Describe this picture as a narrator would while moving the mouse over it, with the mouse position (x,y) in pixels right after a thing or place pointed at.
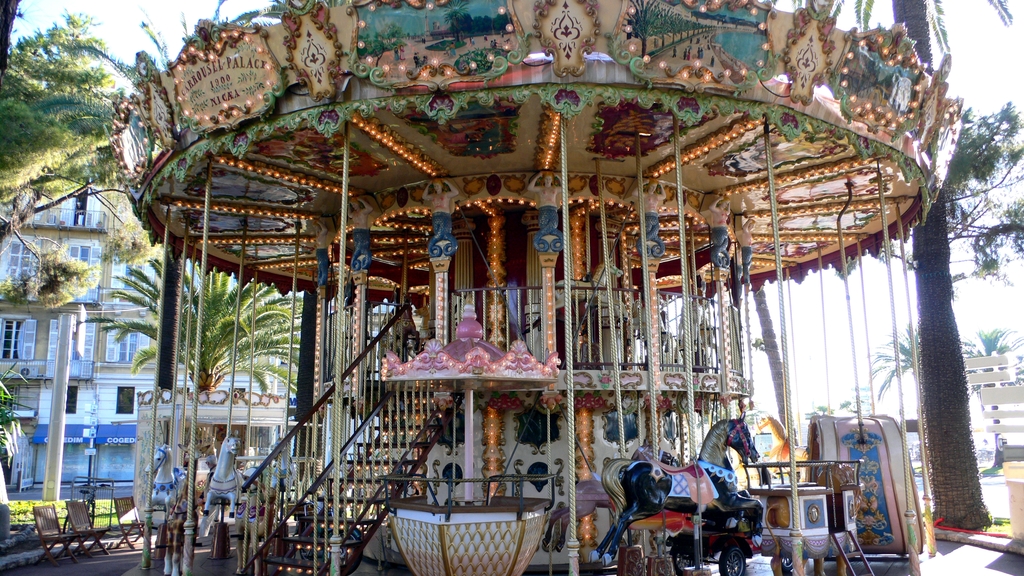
In this image in the center (393,324) there is carousel (361,219) and in the background (34,104) there are buildings (113,397), trees (22,118), poles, chairs (48,539). And in the foreground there are stairs (327,474), at the bottom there is walkway (64,563).
